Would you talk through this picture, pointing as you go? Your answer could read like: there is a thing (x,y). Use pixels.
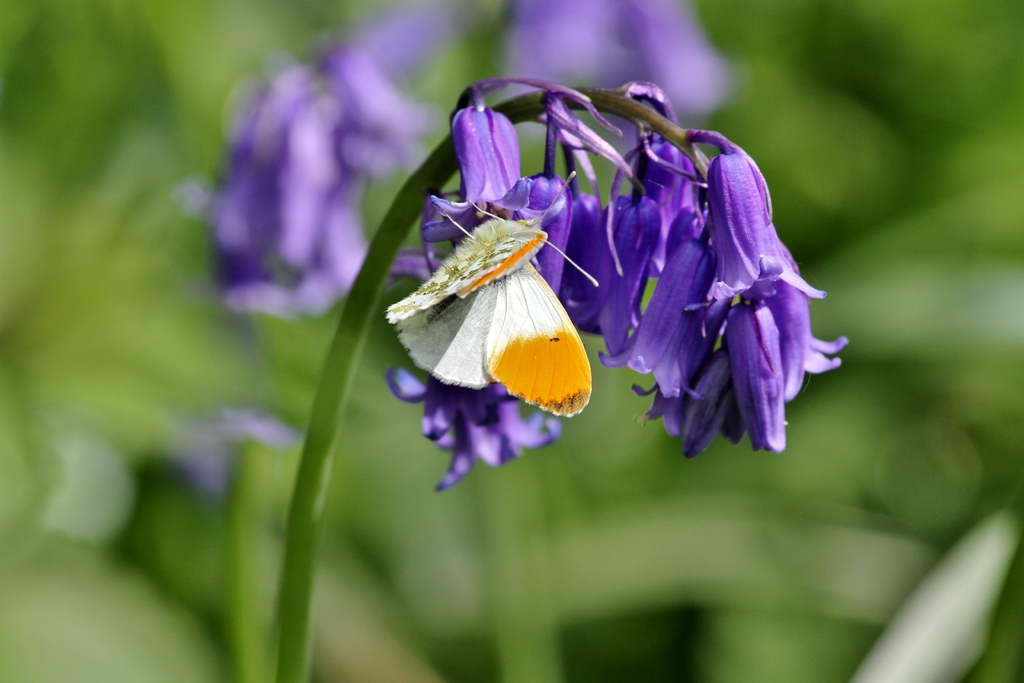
In this picture there are purple color flowers (631,93) on the plant (443,246) and there is a butterfly (507,352) on the flower (474,131). At the back (838,140) the image is blurry.
